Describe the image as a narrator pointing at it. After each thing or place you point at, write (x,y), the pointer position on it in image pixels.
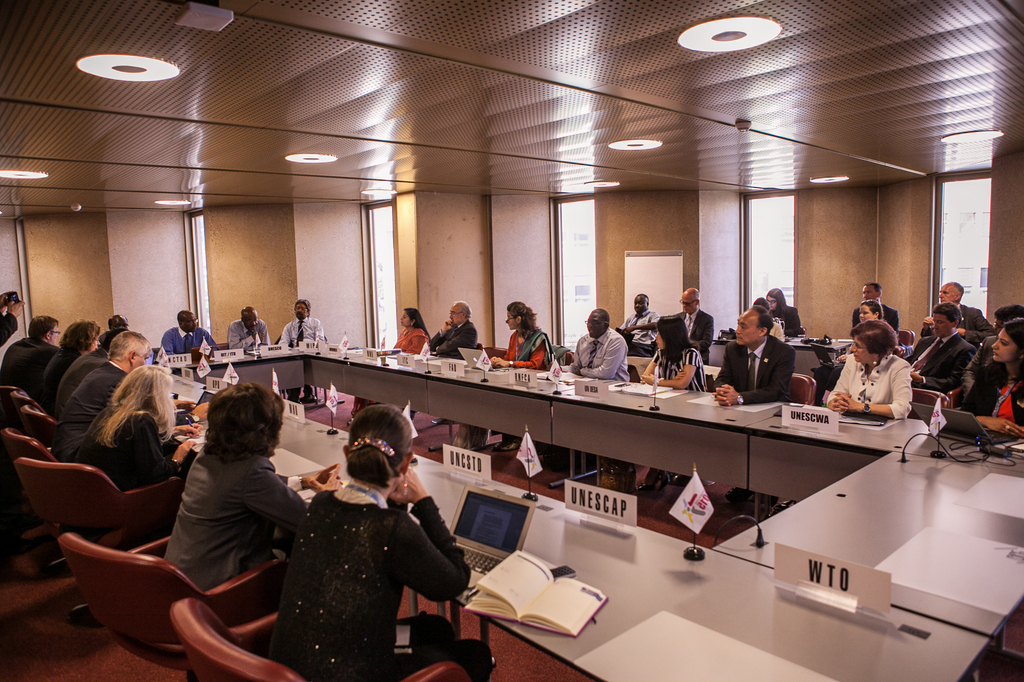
In this image there are group of people (82,386) sitting on the chairs (269,580). This is a table (416,365) with flags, name boards (464,464), laptops (494,523), book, and few other things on the table (648,584). These are the ceiling lights (93,63) attached to the rooftop (585,41). These are the windows (394,242) with glass doors (582,259). This looks like a board (626,265) which is white in color. At the left corner of the image (6,332) I can see a person hand (13,314) holding an object (13,302).
